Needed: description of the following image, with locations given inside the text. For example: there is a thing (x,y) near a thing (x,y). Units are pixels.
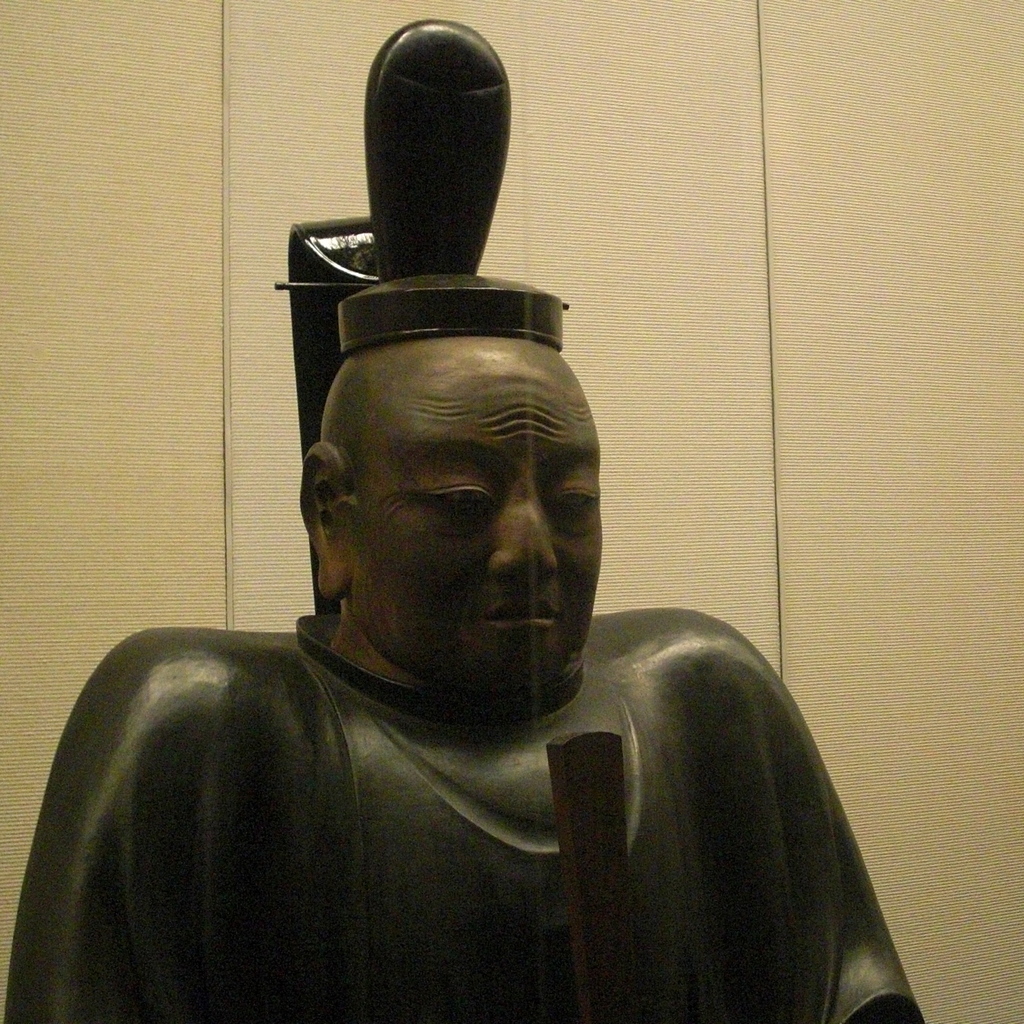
In this image we can see a statue (501,649) and the wall (532,58) in the background (731,490).
